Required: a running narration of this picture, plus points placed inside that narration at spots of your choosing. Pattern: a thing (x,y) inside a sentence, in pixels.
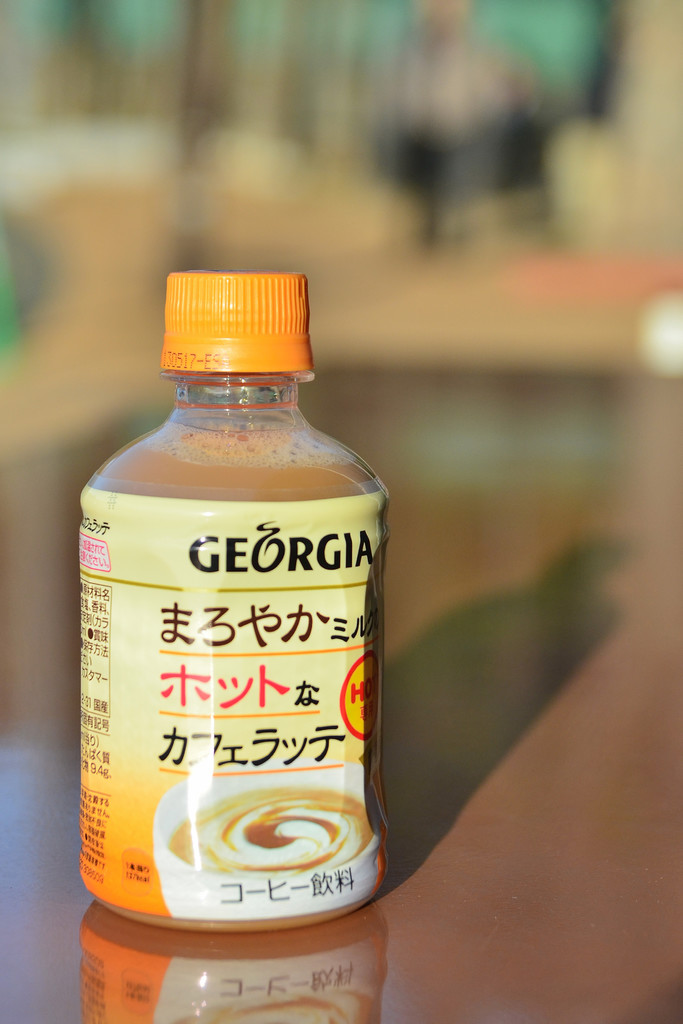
In this image there is a bottle (284,511) with orange cap (257,336) is kept on a table (488,822). And the background (108,128) is blurred.
